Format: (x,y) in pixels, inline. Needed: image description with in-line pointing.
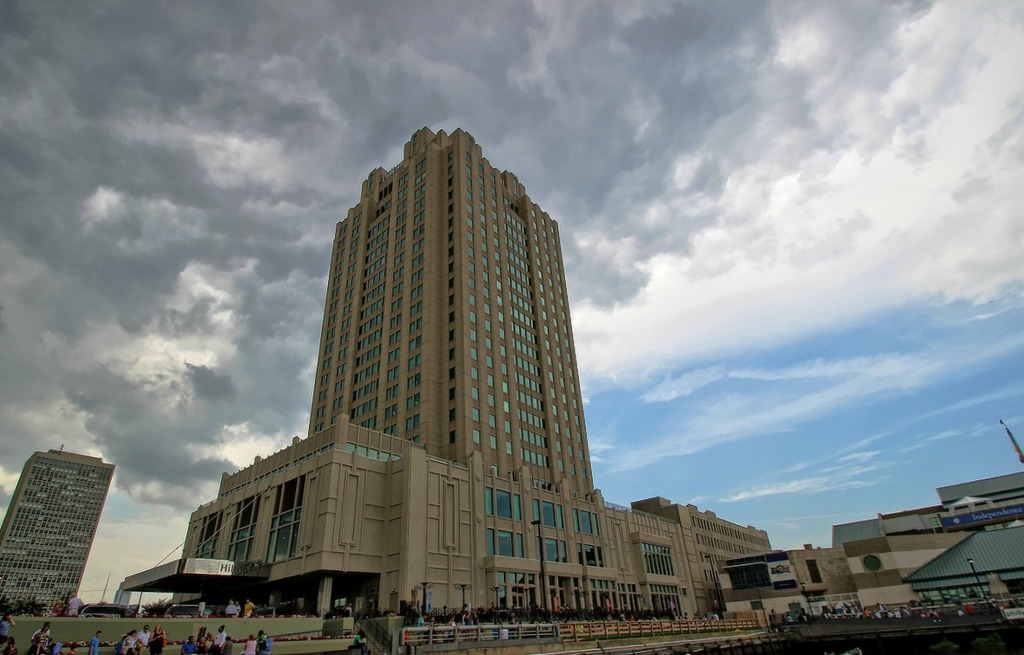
In this image there are people (453,627) behind the fence (736,624). Left bottom there are people (199,639). Behind them there is a wall (163,625). Behind there are plants (160,606). Background (49,520) there are trees (531,608) and buildings (578,538). Top of the image (634,124) there is sky (666,142) with some clouds (1,233).
